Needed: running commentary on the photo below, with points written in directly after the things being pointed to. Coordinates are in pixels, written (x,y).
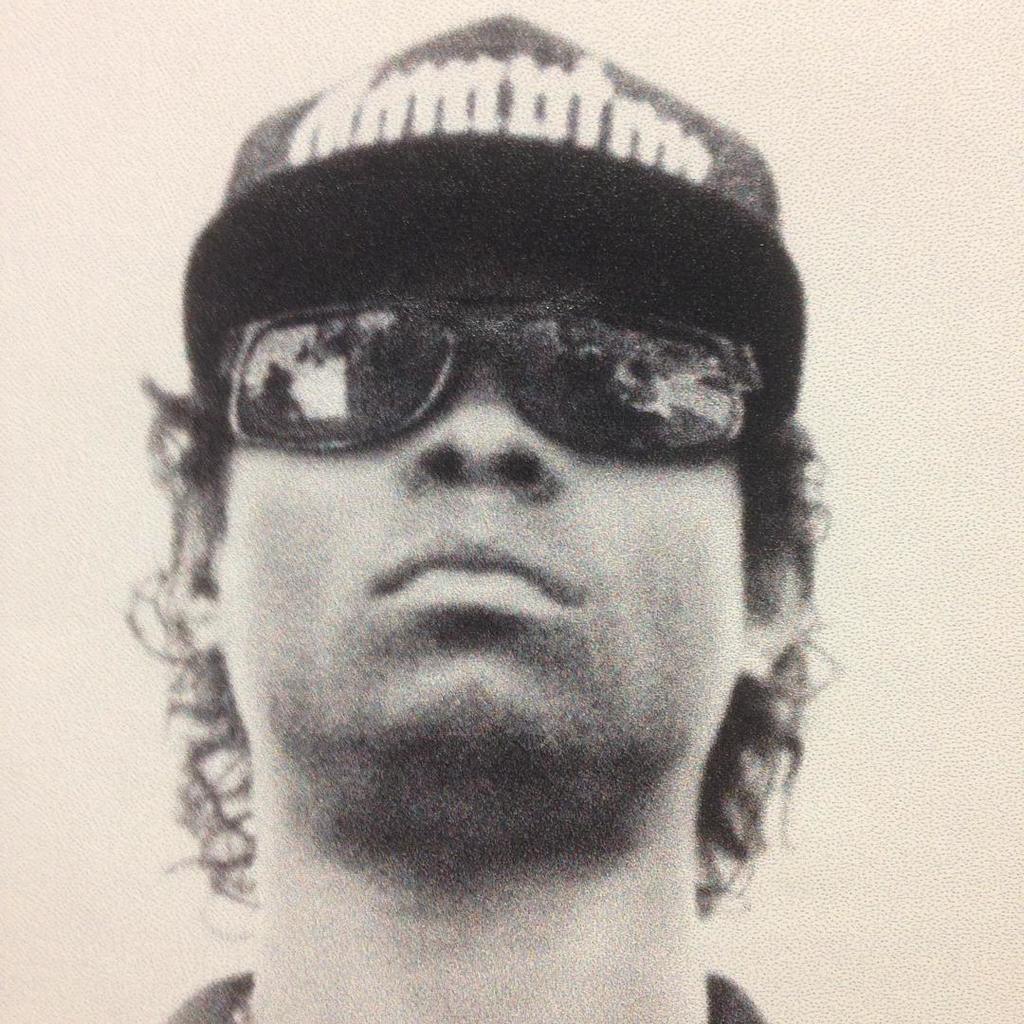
In this image we can see black and white picture of a person (415,378) wearing cap (645,216) and goggles (602,358).
